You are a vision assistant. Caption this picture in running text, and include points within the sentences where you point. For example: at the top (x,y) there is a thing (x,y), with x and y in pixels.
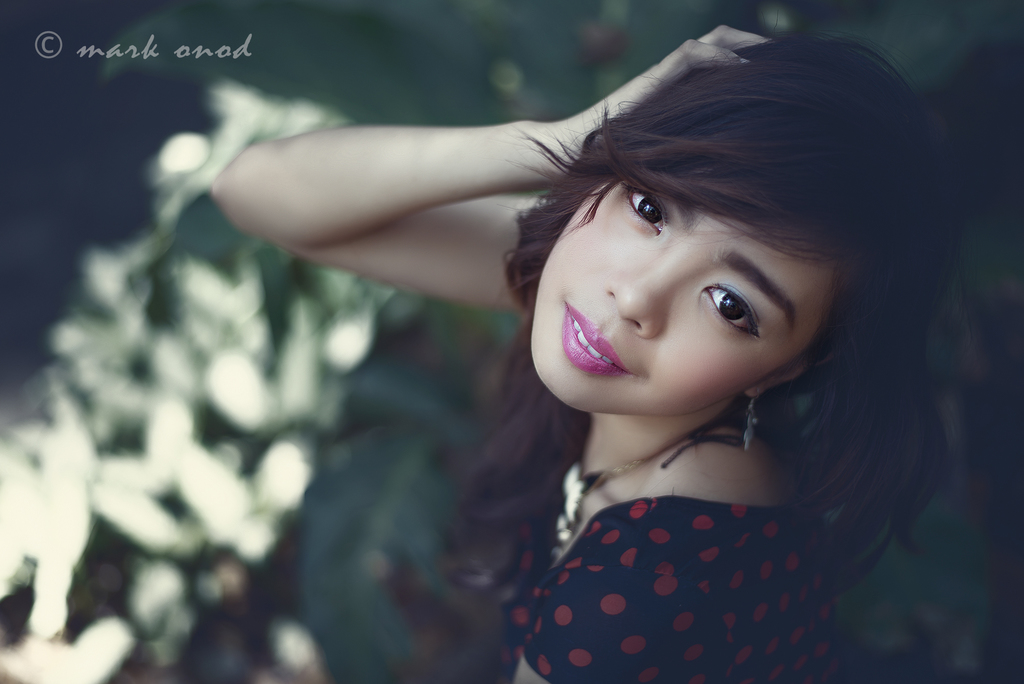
In this image I can see a person (540,469) and the person (606,588) is wearing black and red color dress (727,607), and I can see blurred background (13,196).
